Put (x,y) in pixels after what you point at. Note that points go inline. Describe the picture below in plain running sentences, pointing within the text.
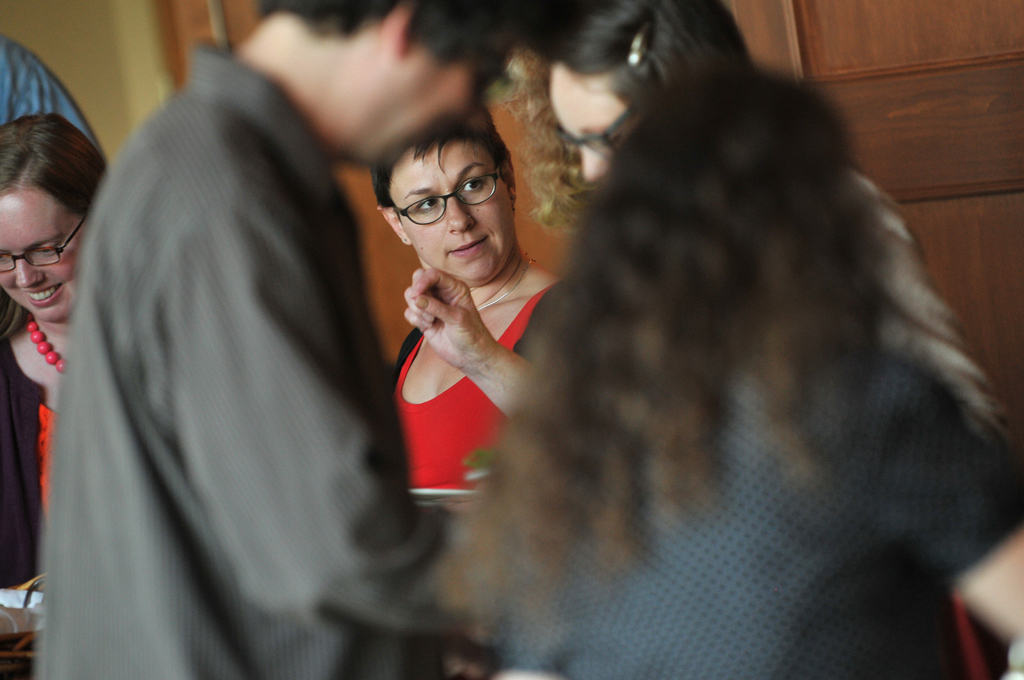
There are group of people (455,225) standing. This looks like a wooden door (877,94).
